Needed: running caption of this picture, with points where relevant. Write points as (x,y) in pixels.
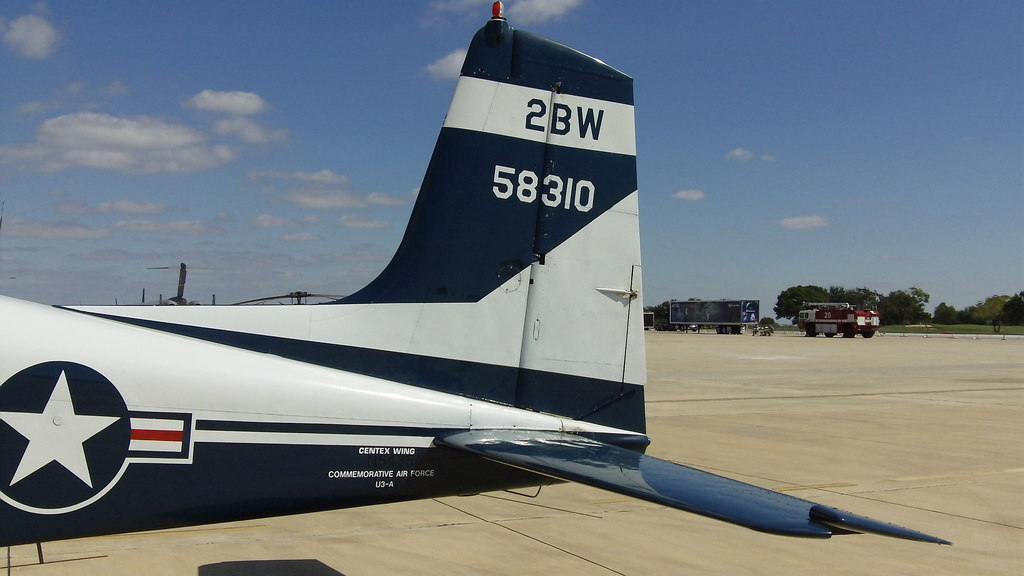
Here in this picture we can see a rear end (614,380) of an air craft (402,355) and behind that in the far we can see trucks (682,300) present on the ground (830,340) and we can also see some part of ground (1002,328) is covered with grass (944,326), plants (988,323) and trees (972,322) and we can see clouds (89,128) in the sky (656,48).
